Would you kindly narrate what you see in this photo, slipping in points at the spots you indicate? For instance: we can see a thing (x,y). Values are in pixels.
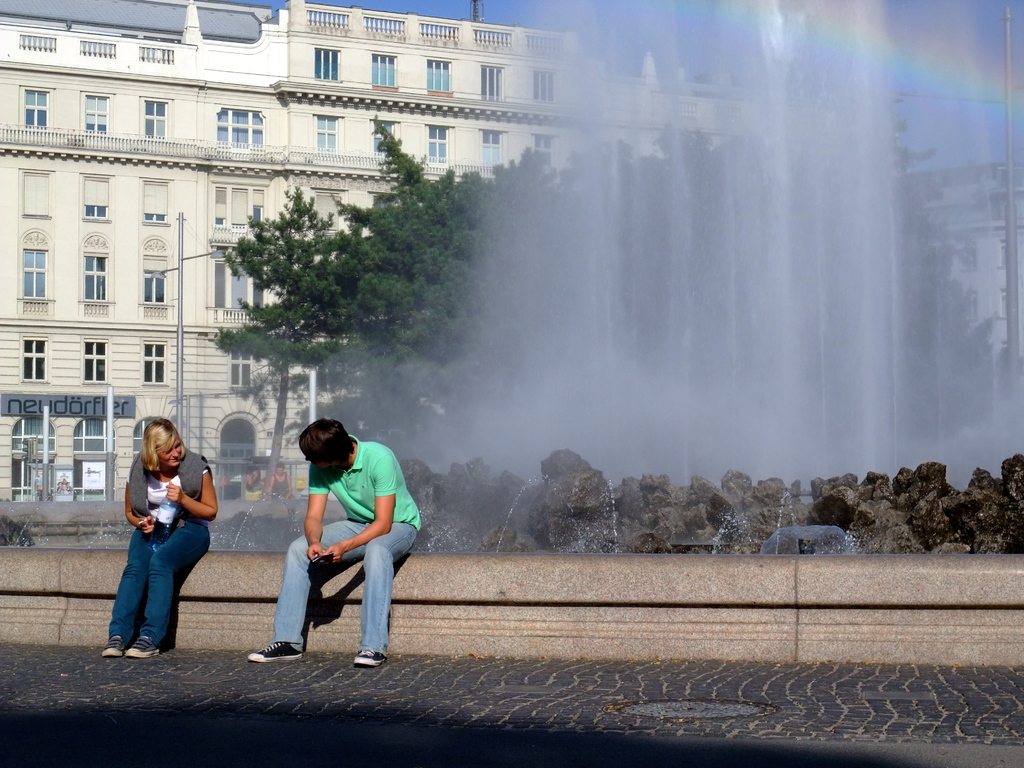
In this picture we can see the ground (344,715) and two people (290,617) sitting on the wall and in the background (982,33) we can see buildings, trees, people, water (825,398), poles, stones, sky (989,110) and some objects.
